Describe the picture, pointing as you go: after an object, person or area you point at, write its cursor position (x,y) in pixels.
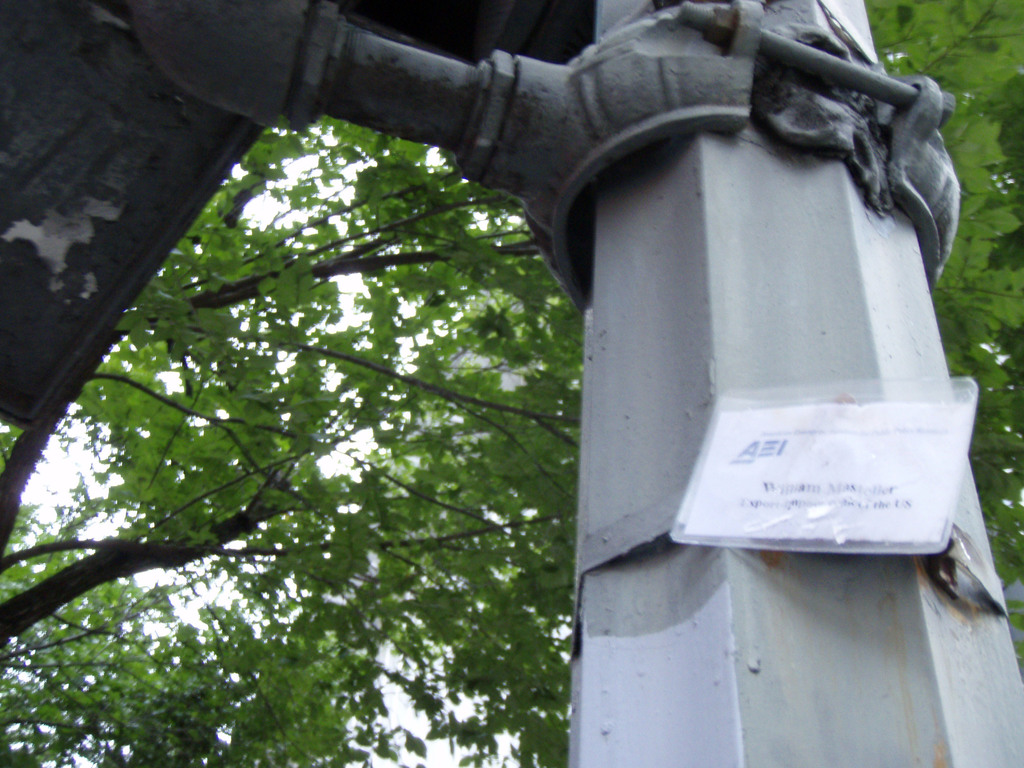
In this image in the front (809,296) there is a pole (814,311) and on the pole (698,216) there is a paper (814,522) with some text (838,498) written on it. In the background (360,490) there are trees (370,461) and on the top left of the image (146,164) there is a metal object (197,96).
